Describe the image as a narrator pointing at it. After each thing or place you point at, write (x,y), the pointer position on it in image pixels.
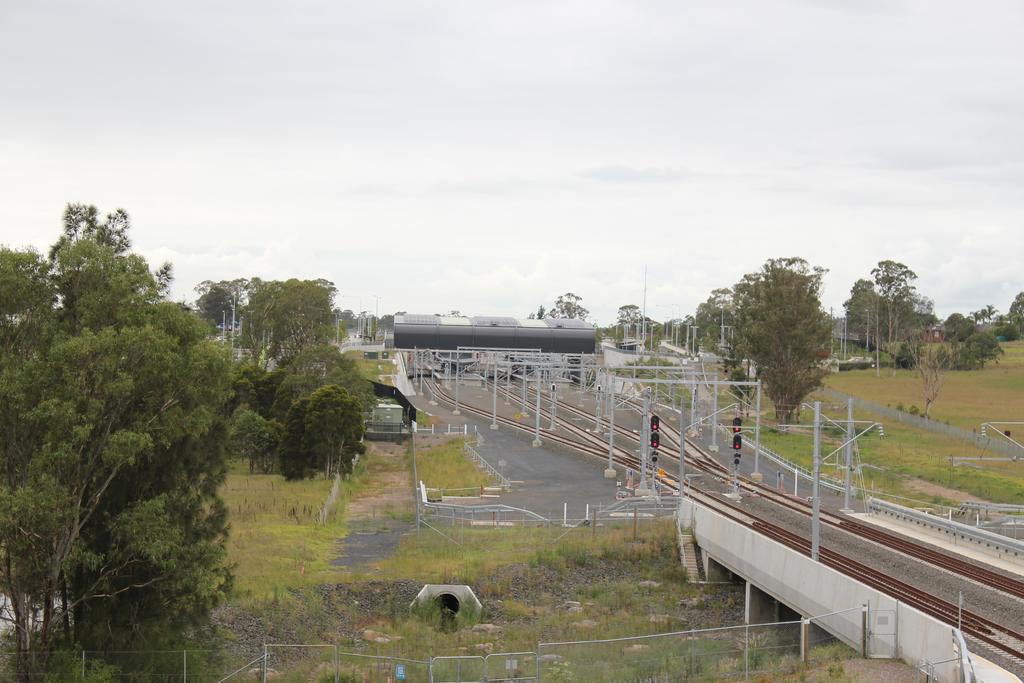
In this picture we can see trees (177,438), grass (576,629), poles (647,413), railway tracks (452,402), traffic signals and bridge (713,545). In the background of the image (323,266) we can see the sky (344,225).
